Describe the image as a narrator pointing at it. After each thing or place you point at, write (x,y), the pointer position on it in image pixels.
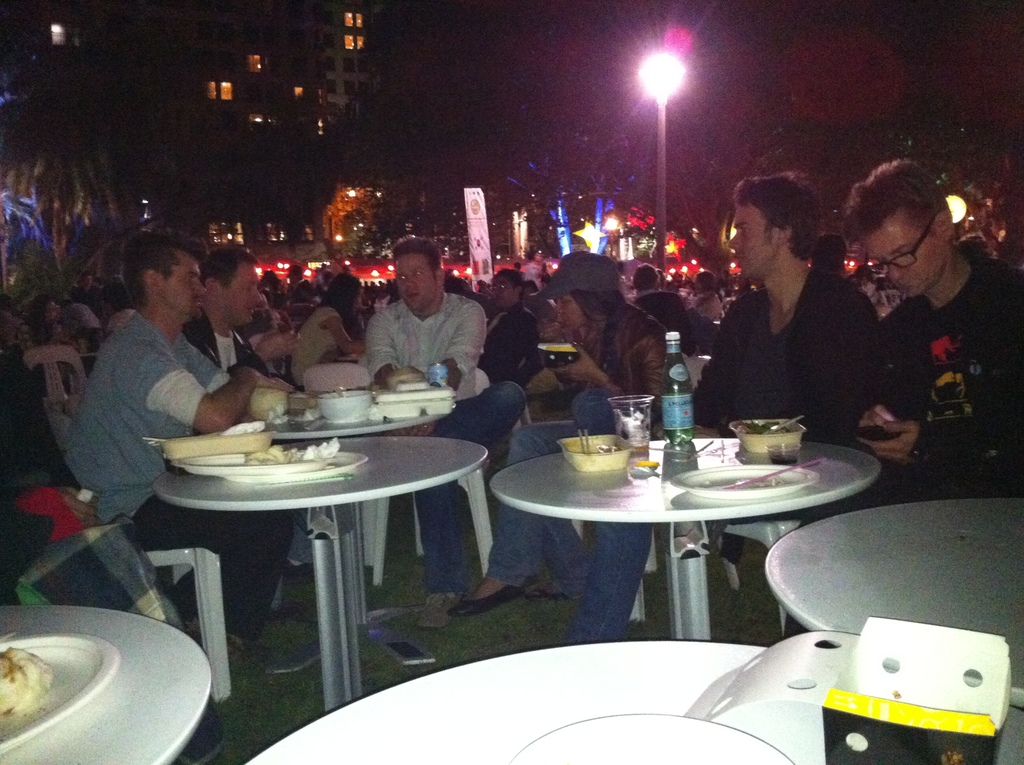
In the image we can see there are people (529,327) who are sitting on chair (64,394) and in front of them there is table (654,488) on which the food items (798,437) are kept and a water bottle (681,402) and at the back (261,64) there is building (224,124) and trees (72,238).
